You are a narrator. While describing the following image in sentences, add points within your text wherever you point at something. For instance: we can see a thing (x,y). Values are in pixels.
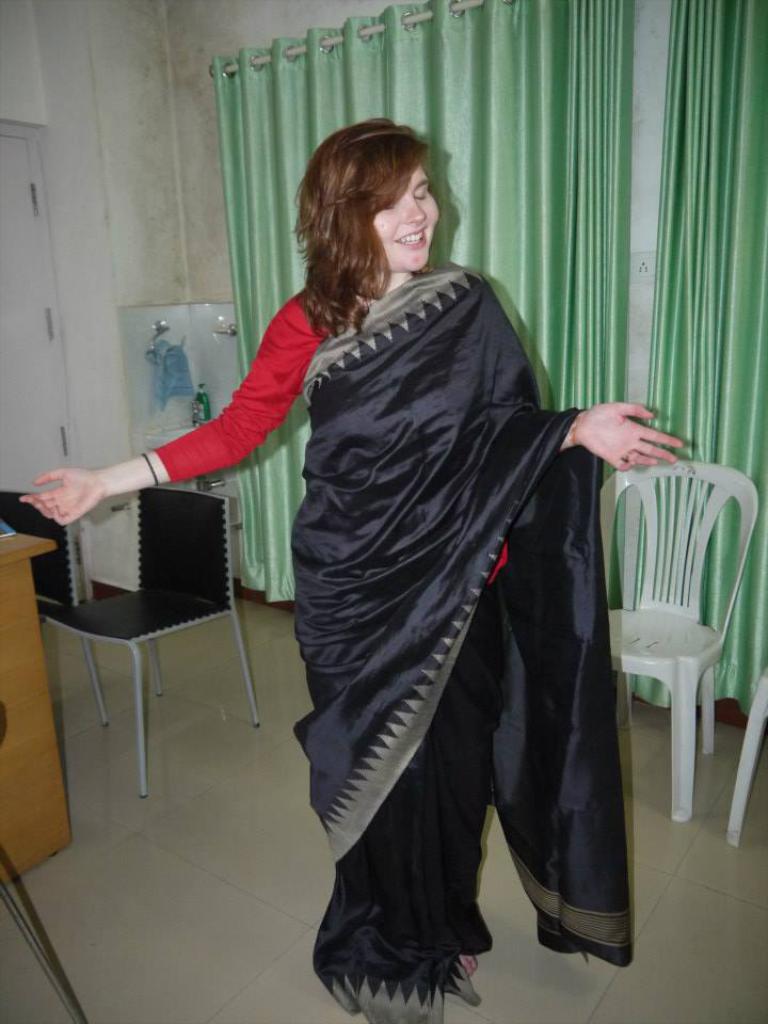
On the background (139,192) we can see wall (122,201), door (15,279), wash basin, bottle (208,402) and a towel (186,366) hanged on a stand (161,330). Here we can see curtains (571,102). We can see one woman (351,356) in black saree (351,365) standing on the floor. We can see chairs (146,599) and table (34,695) beside to her. This is a floor (156,938).
